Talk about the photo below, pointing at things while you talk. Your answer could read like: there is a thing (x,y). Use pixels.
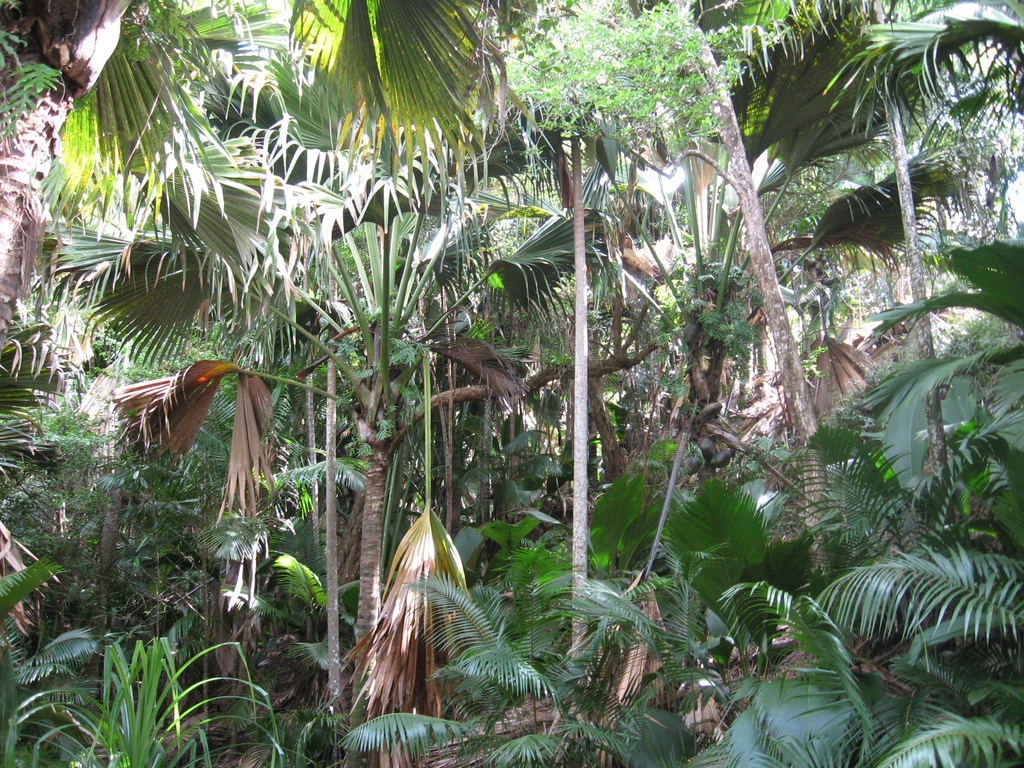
In this image there are trees (461,473) and plants (444,669) on the land (476,715).
